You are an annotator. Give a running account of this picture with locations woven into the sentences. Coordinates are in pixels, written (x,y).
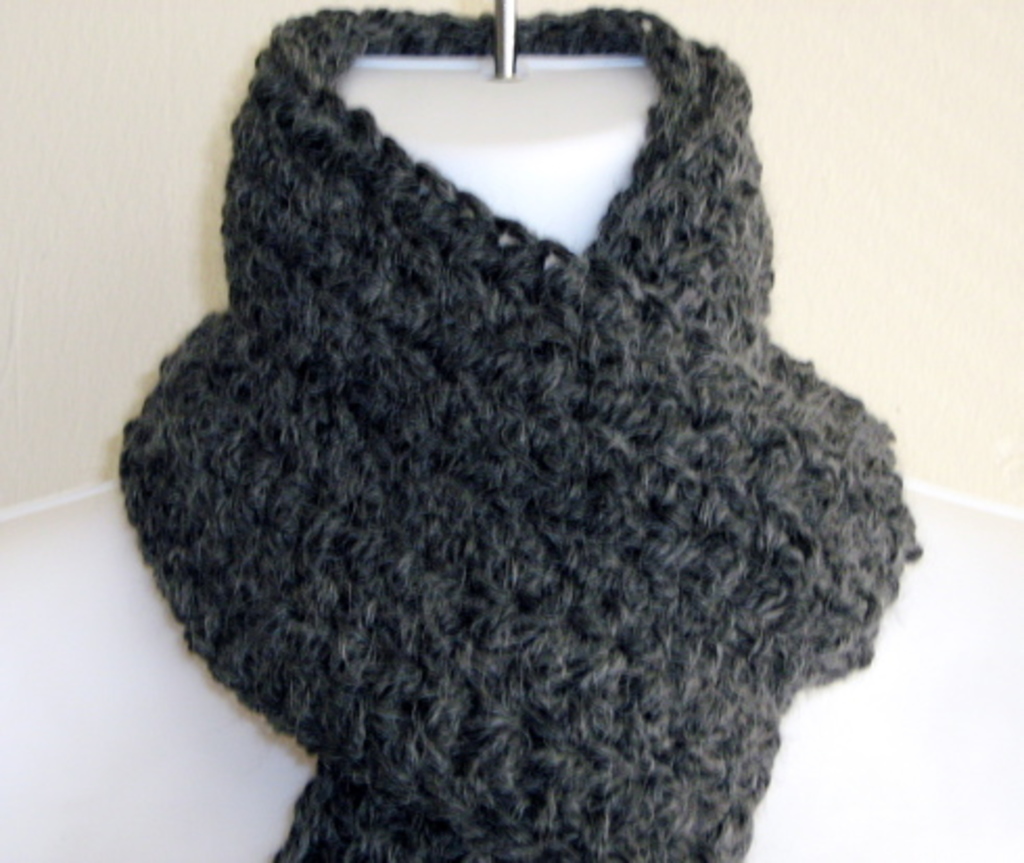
In this picture there is a scarf (599,291) placed on a mannequin (150,681).
